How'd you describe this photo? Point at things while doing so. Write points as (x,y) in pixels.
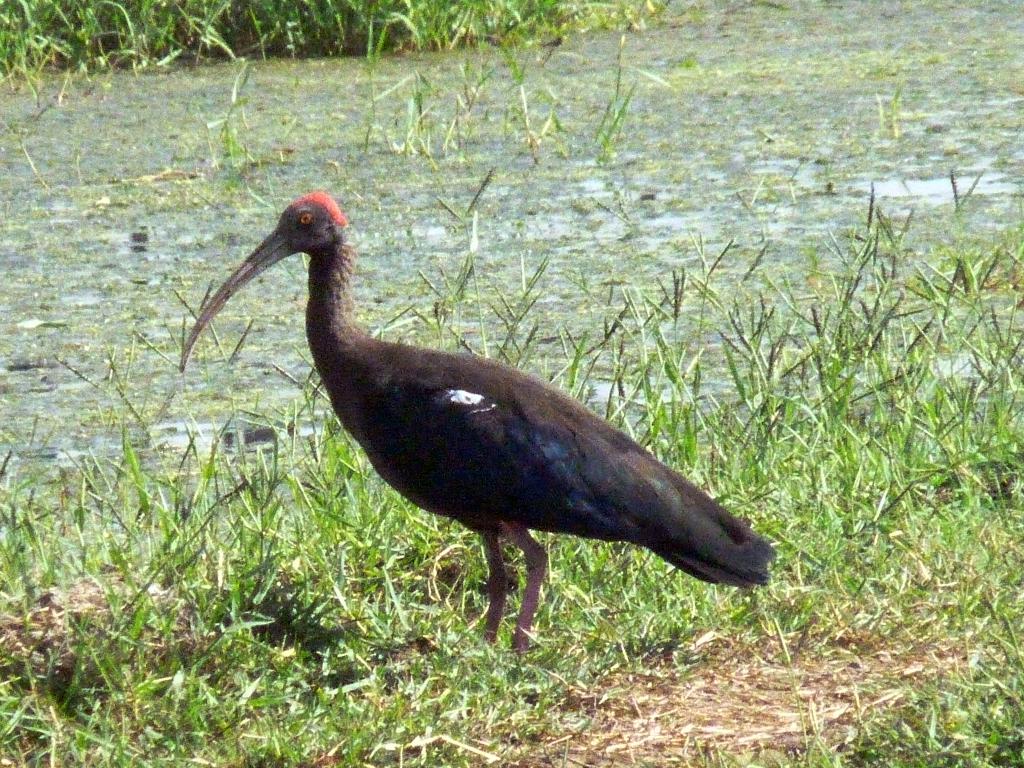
In this image I can see a bird (333,231) which is red, brown, blue, black and white in color is standing on the ground (559,636). I can see some grass (370,591) and the water (730,214) on the ground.
